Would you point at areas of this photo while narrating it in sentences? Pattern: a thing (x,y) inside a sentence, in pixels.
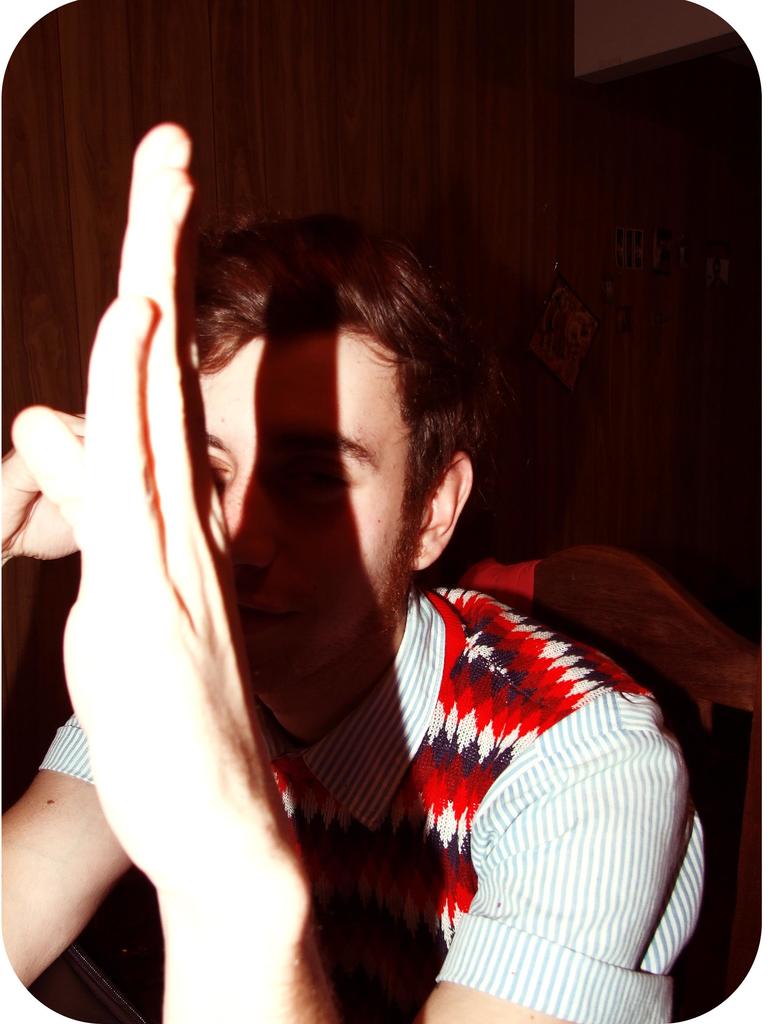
In this image we can see the person (305,653) sitting on the chair (651,664) and at the back (415,155) we can see the wood (589,117).
